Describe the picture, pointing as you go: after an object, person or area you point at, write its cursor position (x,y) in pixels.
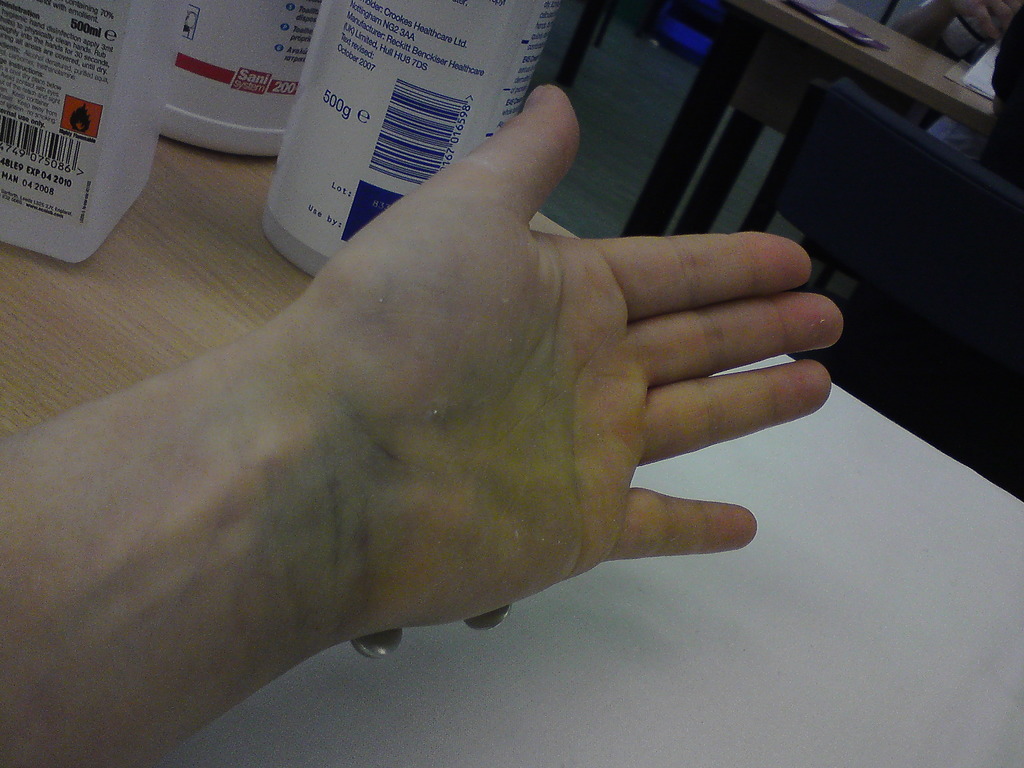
In this image we can see a person's hand (284,371). In the background (359,142) there are disposable bottles (323,131) placed on the table (258,226) and persons (962,129) sitting on the chairs (893,126).
